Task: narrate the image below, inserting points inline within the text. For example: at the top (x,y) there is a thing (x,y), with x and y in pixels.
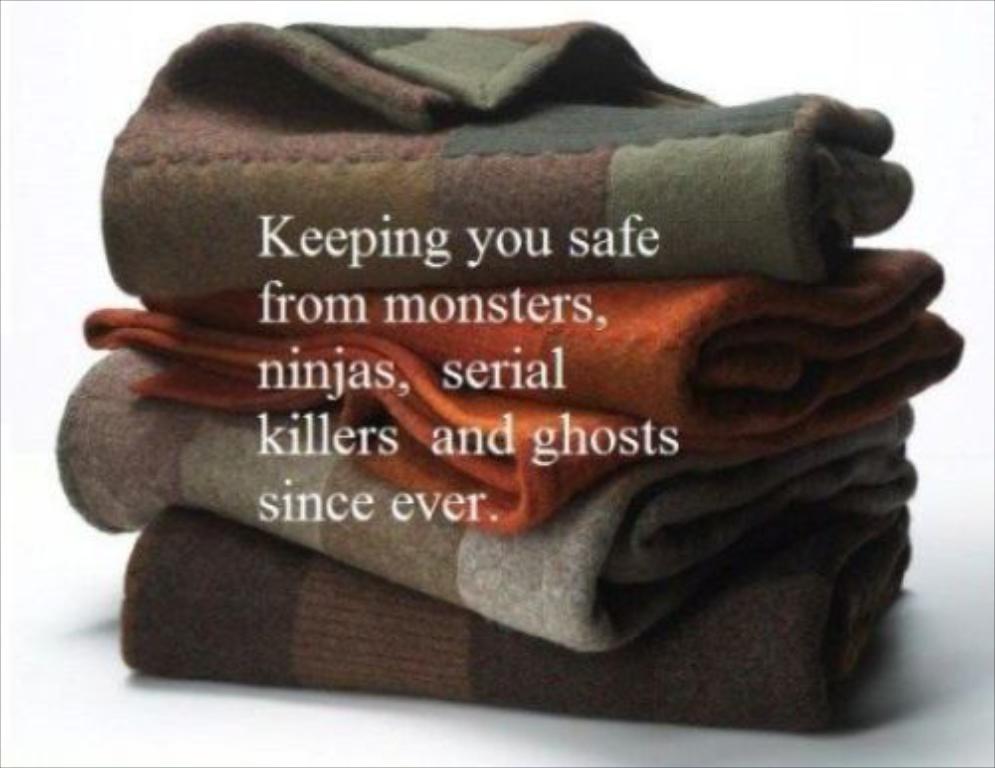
In this image we can see few clothes (414,563) on a white surface (244,711). Also there is a text (423,346) on the image. In the background (840,20) it is white.
